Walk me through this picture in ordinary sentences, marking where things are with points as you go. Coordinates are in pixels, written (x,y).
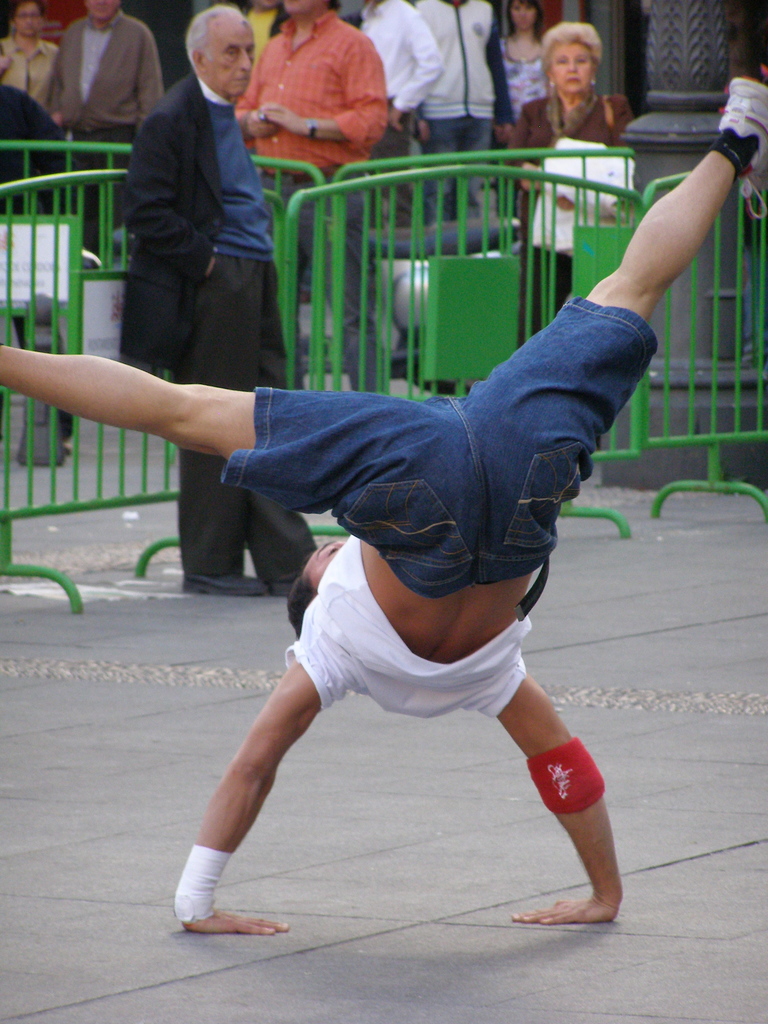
In this image I can see the person (312,707) with blue and white color dress (307,669). In the background (440,142) I can see the railing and few more people (199,268) with different color dresses (378,139). To the right (676,101) I can see the pillar (656,97).
